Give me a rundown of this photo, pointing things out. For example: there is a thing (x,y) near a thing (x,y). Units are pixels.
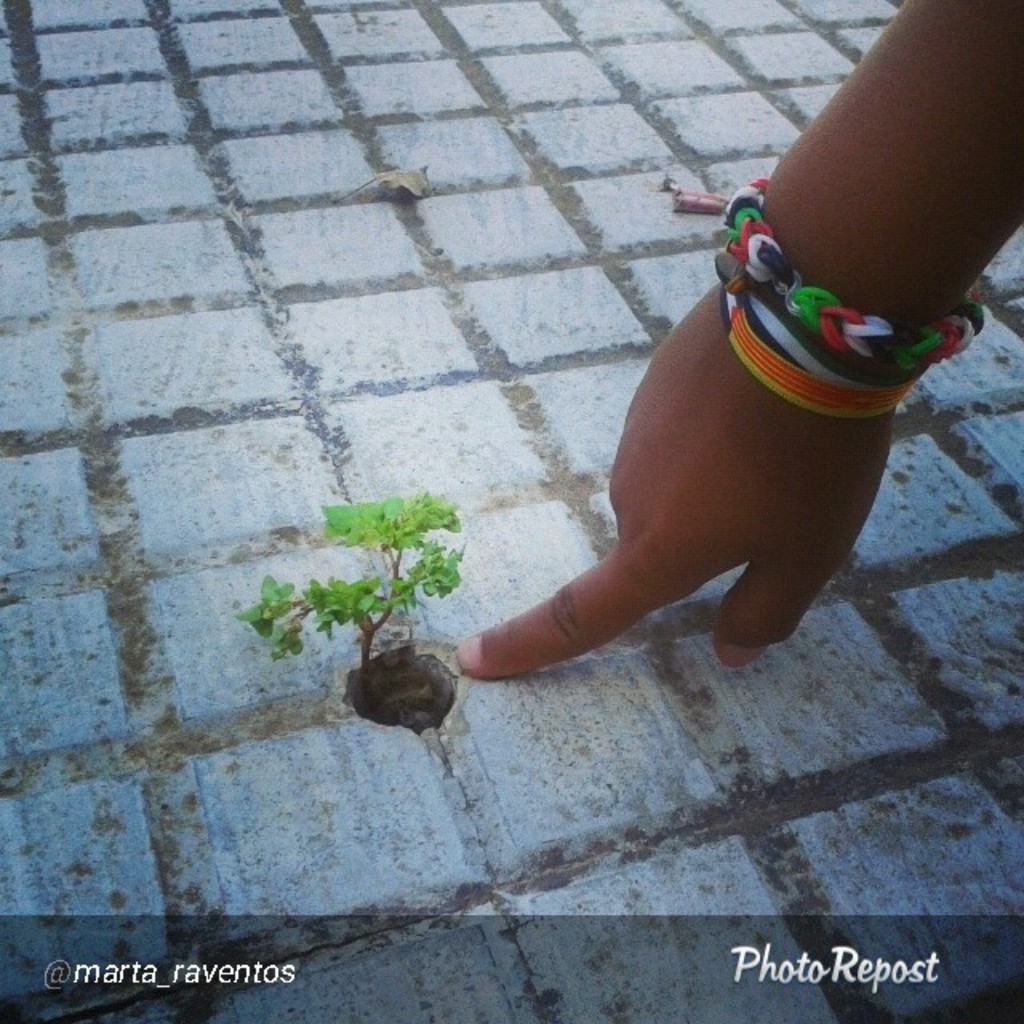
In this image we can see a small plant (294,618) in a hole (446,670). We can also see the hand (739,519) of a person (739,519) on the ground (538,774). On the bottom of the image (884,976) we can see some text (877,965).
